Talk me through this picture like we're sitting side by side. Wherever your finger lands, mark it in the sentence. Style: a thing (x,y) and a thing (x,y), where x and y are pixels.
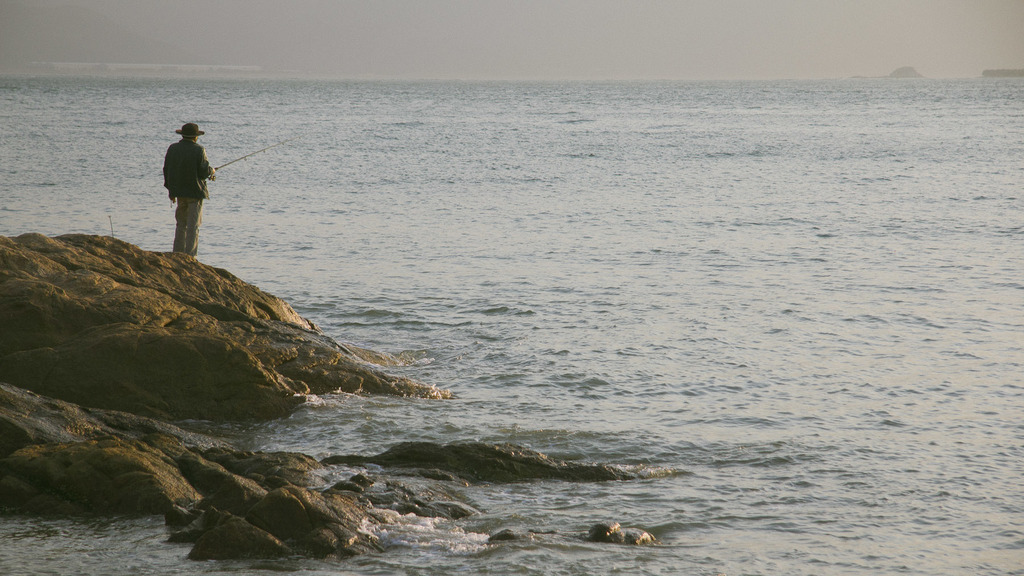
In this picture we can see a person (186,223) is standing, this person (180,183) wore a cap (188,129), on the left side (144,281) we can see rocks (152,380), at the bottom (393,414) there is water (779,501), we can see the sky (548,22) at the top of the picture (548,22).
